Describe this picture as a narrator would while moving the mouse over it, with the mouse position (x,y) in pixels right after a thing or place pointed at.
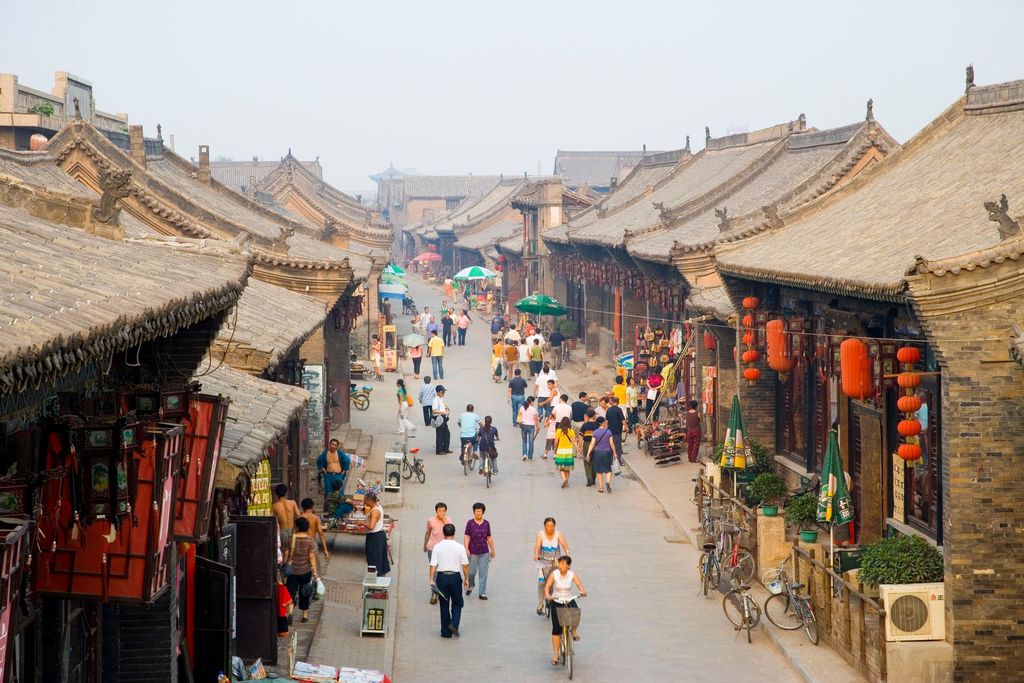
In the foreground of this image (746,651), there are people (475,521) walking and riding bicycles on the road (497,413). We can also see people (368,541) standing on the side path (377,469), few objects (327,670), lanterns (163,516), umbrellas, plants (802,508) and bicycles (747,593). On either side, there is Chinese architecture (269,232).
